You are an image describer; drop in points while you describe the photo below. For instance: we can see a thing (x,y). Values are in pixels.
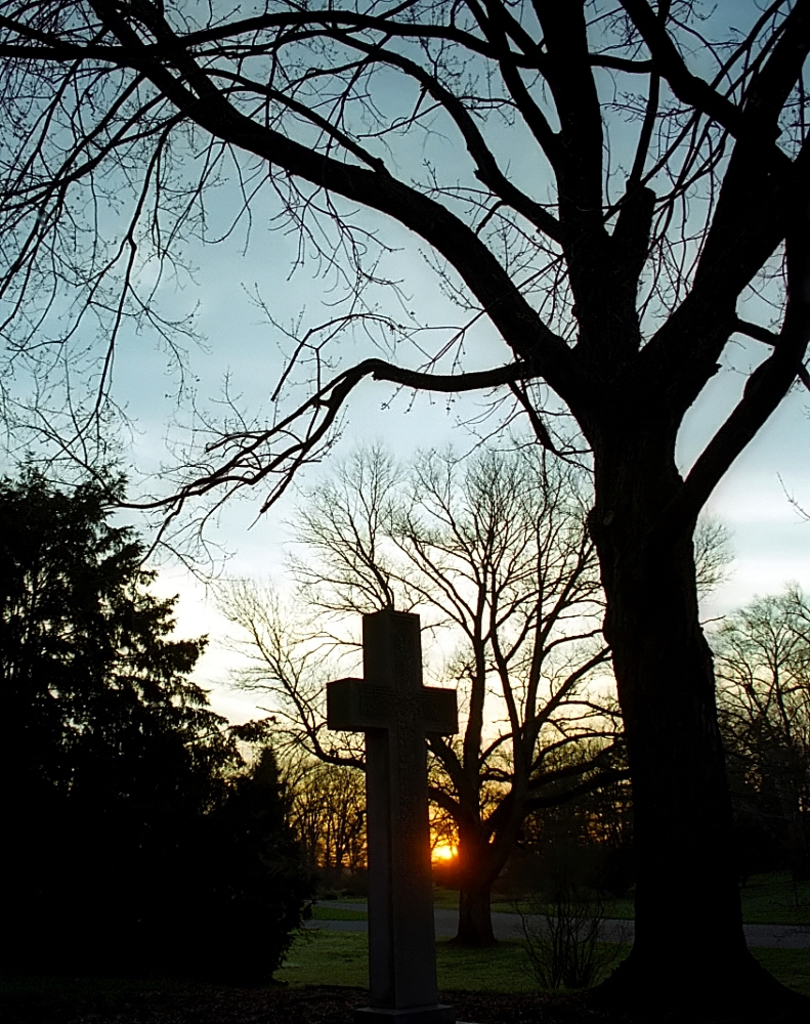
In the picture we can see a cross statue (408,813) on the grass surface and beside it we can see a tree (760,225) and on the other side we can see some plants (59,683) and behind the plants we can see some dried trees (471,848) and sky (450,864) with sun (433,857).
